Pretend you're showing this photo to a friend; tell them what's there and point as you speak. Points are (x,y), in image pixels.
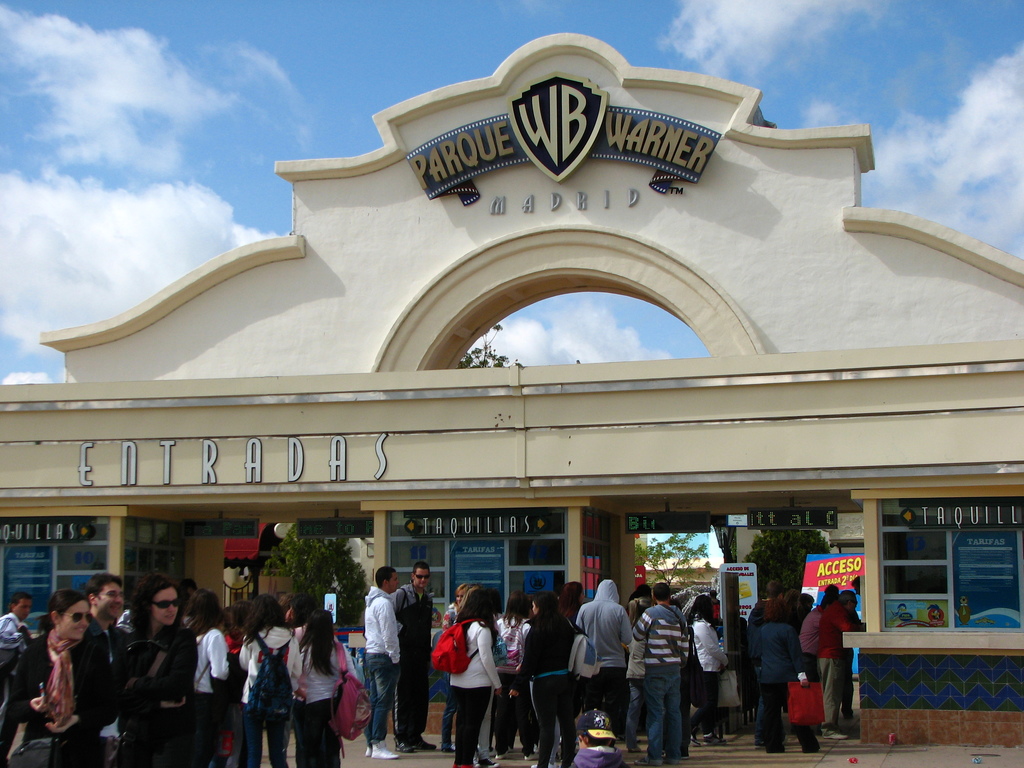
In this image I can see the group of people (481,640) are standing and few (455,696) are holding bags (734,687). In front I can see few stores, windows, trees (501,353) and the arch (414,182). The sky (216,94) is in blue and white color.
